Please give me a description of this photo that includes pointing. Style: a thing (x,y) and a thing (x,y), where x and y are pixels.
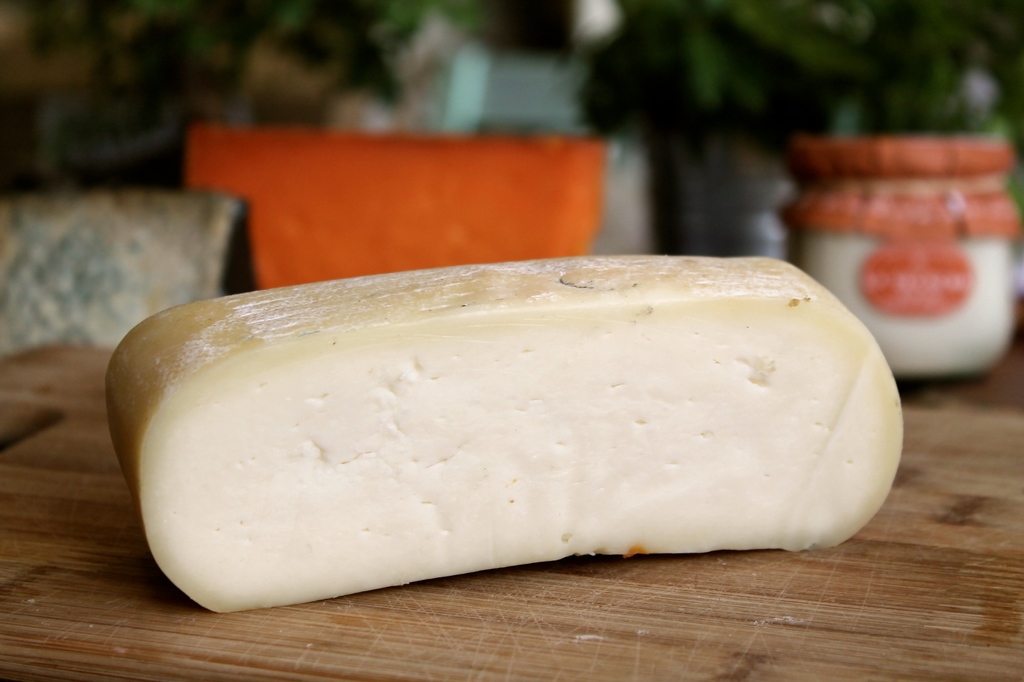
There is a food item (463,557) kept on a wooden surface (638,617) as we can see at the bottom of this image (649,668). In the background (966,293), we can see a jar (966,293) and an orange color object (542,239). At the top of this image (392,10), there is a greenery (411,27).
